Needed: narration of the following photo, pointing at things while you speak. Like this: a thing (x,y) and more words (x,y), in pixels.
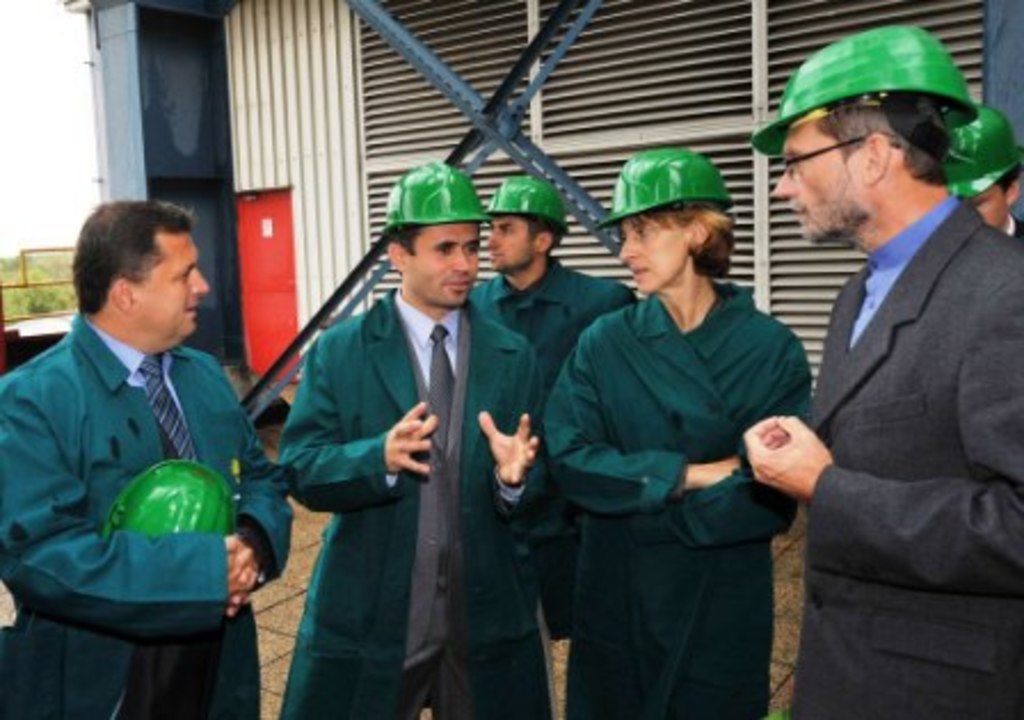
In this image five people (615,445) were standing by wearing green helmets (646,184). At the back side (503,93) there is a building (385,91) and trees (33,274).
